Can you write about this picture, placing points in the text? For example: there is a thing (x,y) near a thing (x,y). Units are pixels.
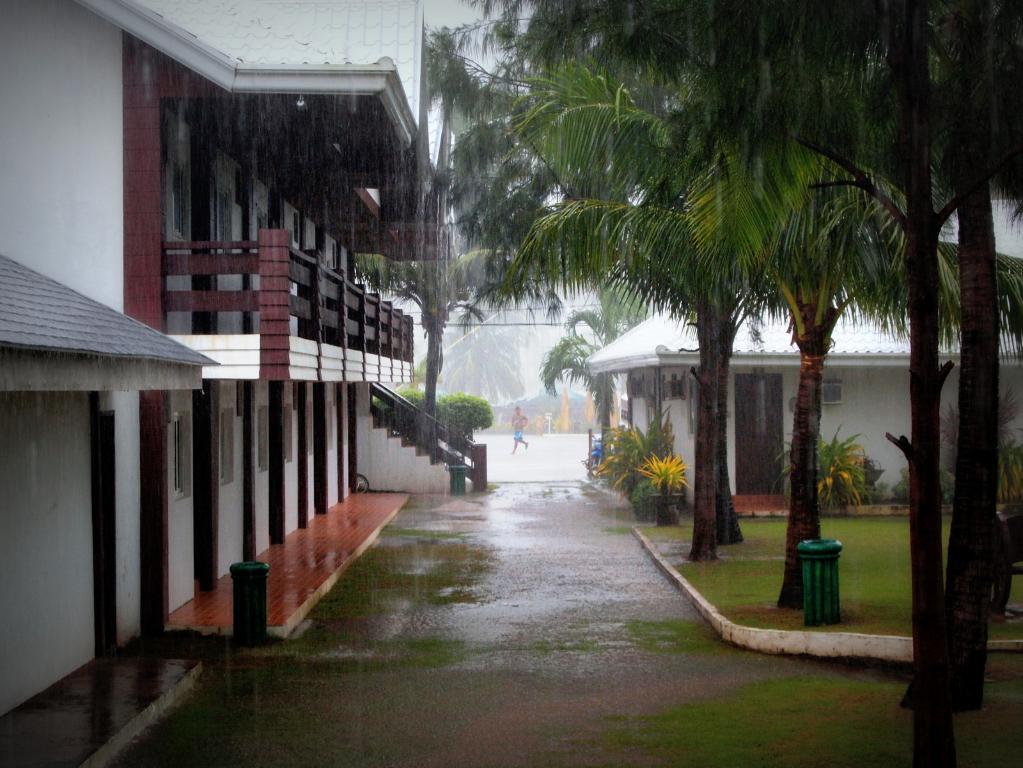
In this image I can see a path (551,538) in the centre (588,497) and on it I can see one person (518,417). On the right side of the image (869,764) I can see a grass ground (863,570) and a green colour thing (828,547) on the ground (781,580). On the both sides of the path (569,523) I can see few buildings (78,450), number of plants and few trees (605,259).
